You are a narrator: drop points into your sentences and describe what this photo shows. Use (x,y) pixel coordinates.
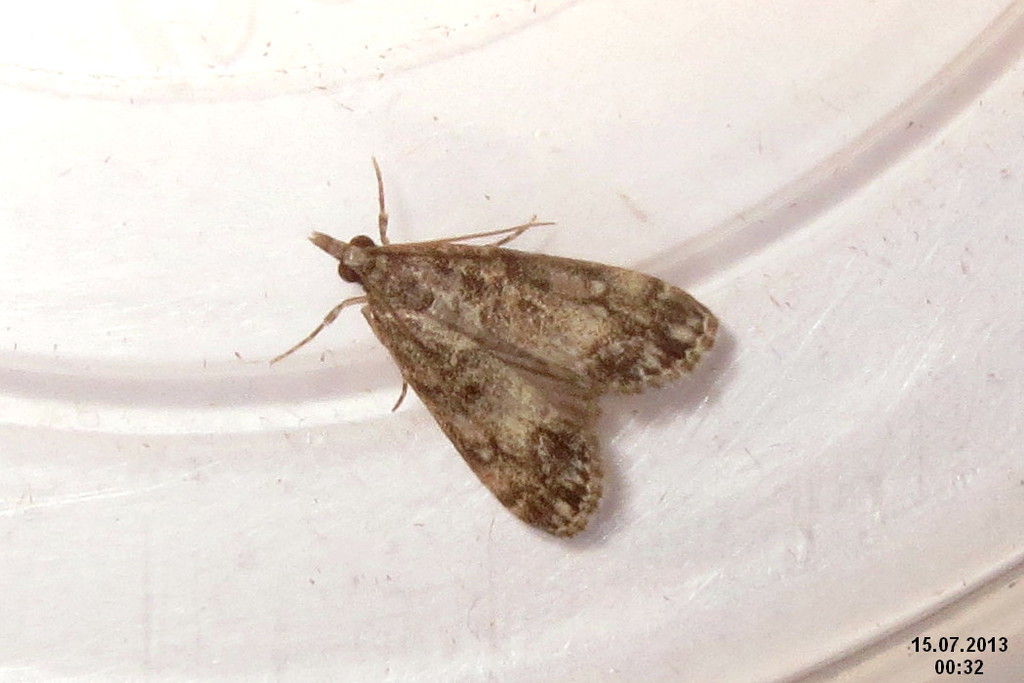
In this picture we can see small brown butterfly (552,391) is sitting on the white surface (494,532).
